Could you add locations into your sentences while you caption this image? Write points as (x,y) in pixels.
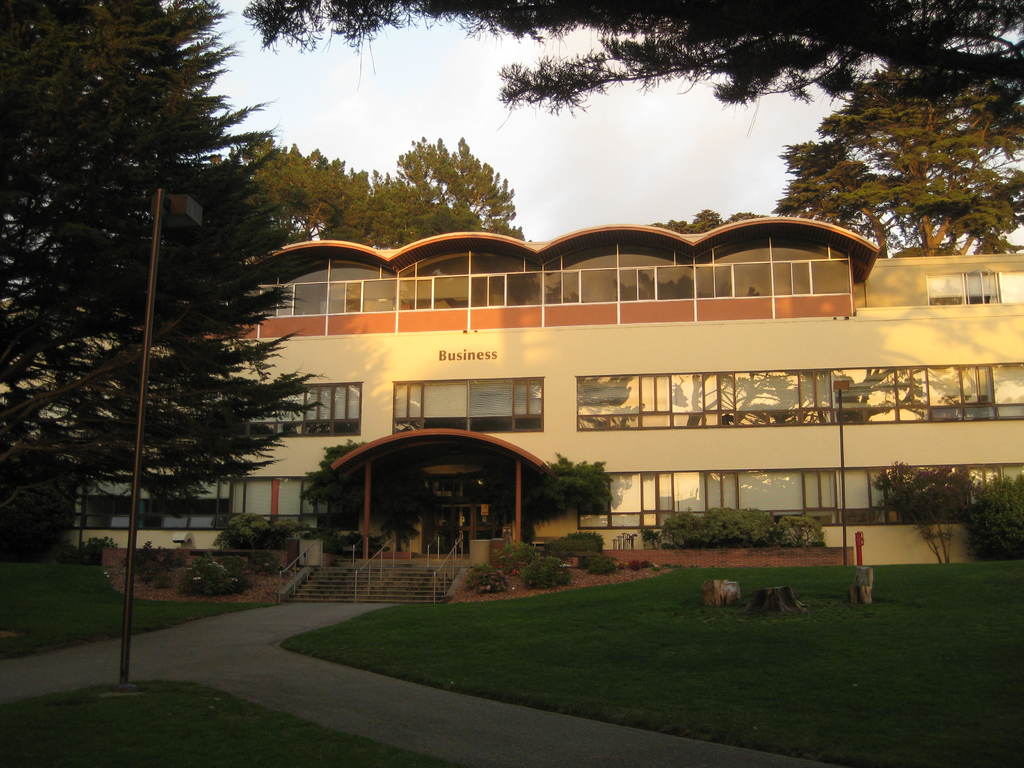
In this image, on the left side (88,230), we can see some trees (170,475), plants (327,459) and a pole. On the right side (964,506), we can see some plants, trees (956,38). In the background (366,586), we can see a staircase (364,569), building (527,468), glass window (746,242), trees (273,160). At the top (607,110), we can see a sky (616,127), at the bottom (843,701), we can see few tree stumps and a grass (209,692).
